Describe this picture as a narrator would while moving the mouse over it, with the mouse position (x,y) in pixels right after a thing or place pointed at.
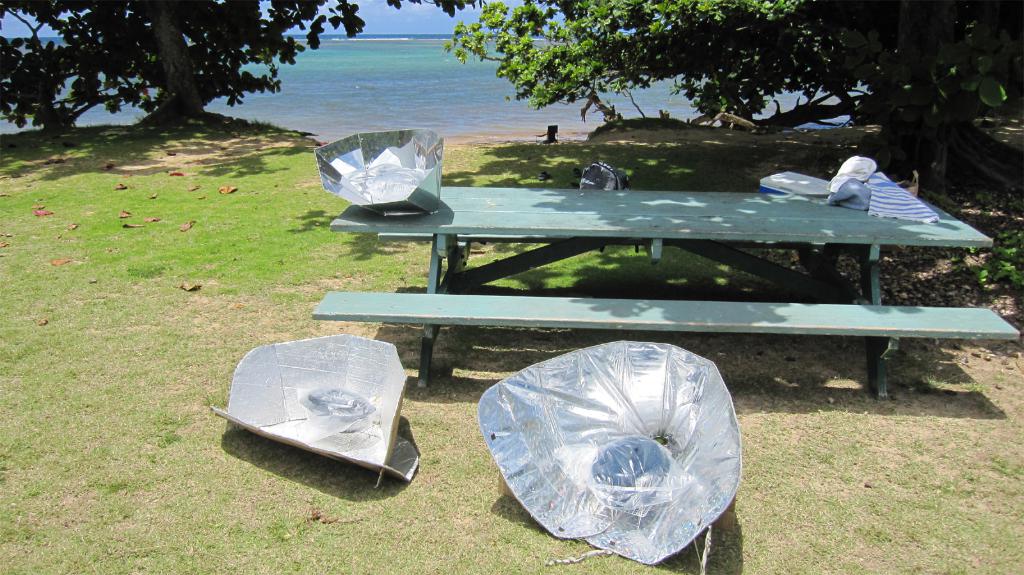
In this image I can see table (696,327), on the table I can see steel papers (436,184) and on the ground (127,402) I can see a steel papers (689,447) at the top (316,78) I can see the lake (444,44) and trees (213,79).
